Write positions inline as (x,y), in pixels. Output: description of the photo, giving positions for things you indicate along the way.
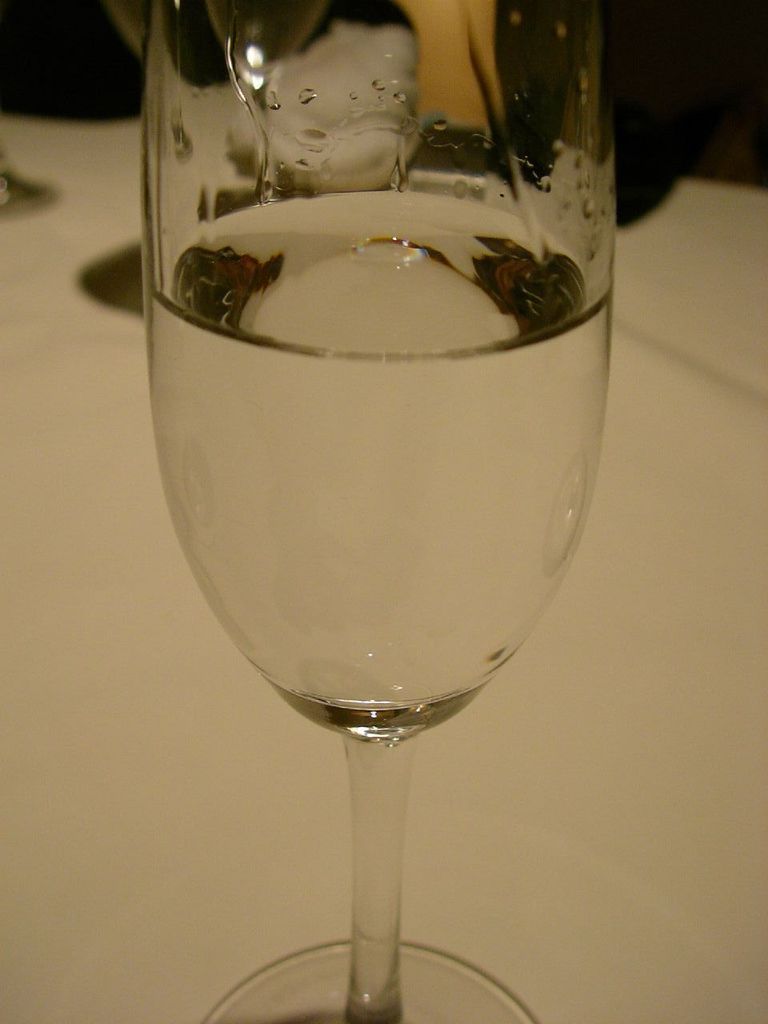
In this image we can see a glass (440,396) with some water (444,400) in it which is placed on the surface (436,758).
